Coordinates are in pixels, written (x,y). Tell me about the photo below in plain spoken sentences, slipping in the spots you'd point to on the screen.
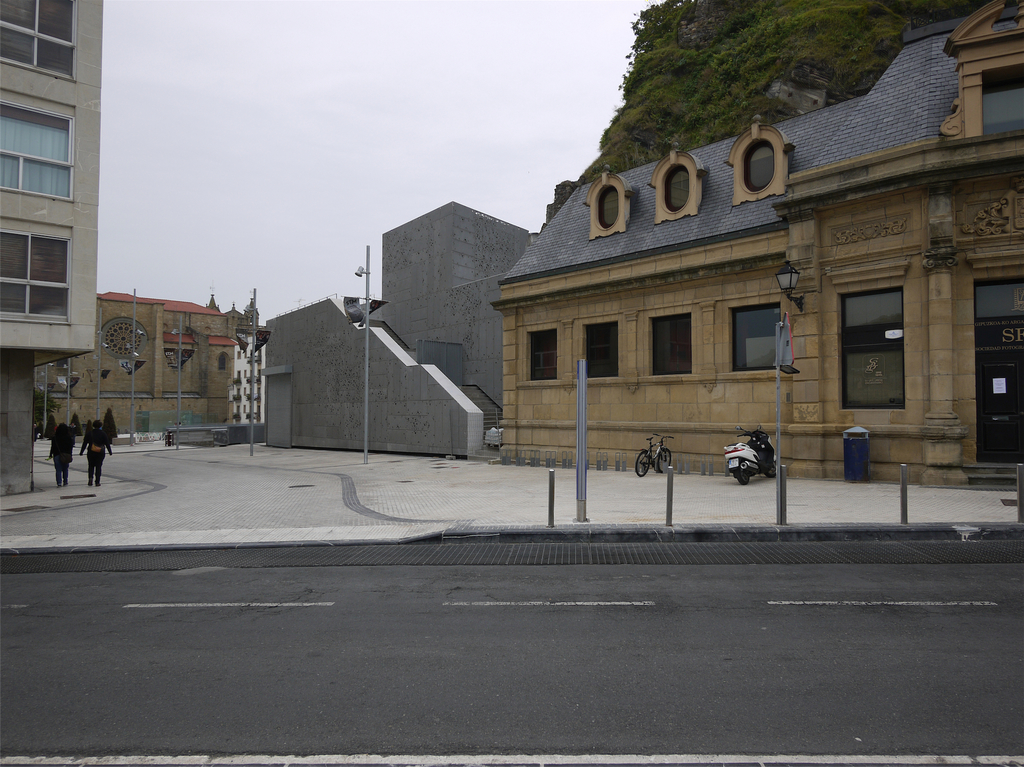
In this image we can see buildings (459,298), poles (1018,504), bin (860,478), bicycle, bike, road (971,560), and people (64,437). In the background (705,58) we can see mountain (752,67) and sky (556,86).
